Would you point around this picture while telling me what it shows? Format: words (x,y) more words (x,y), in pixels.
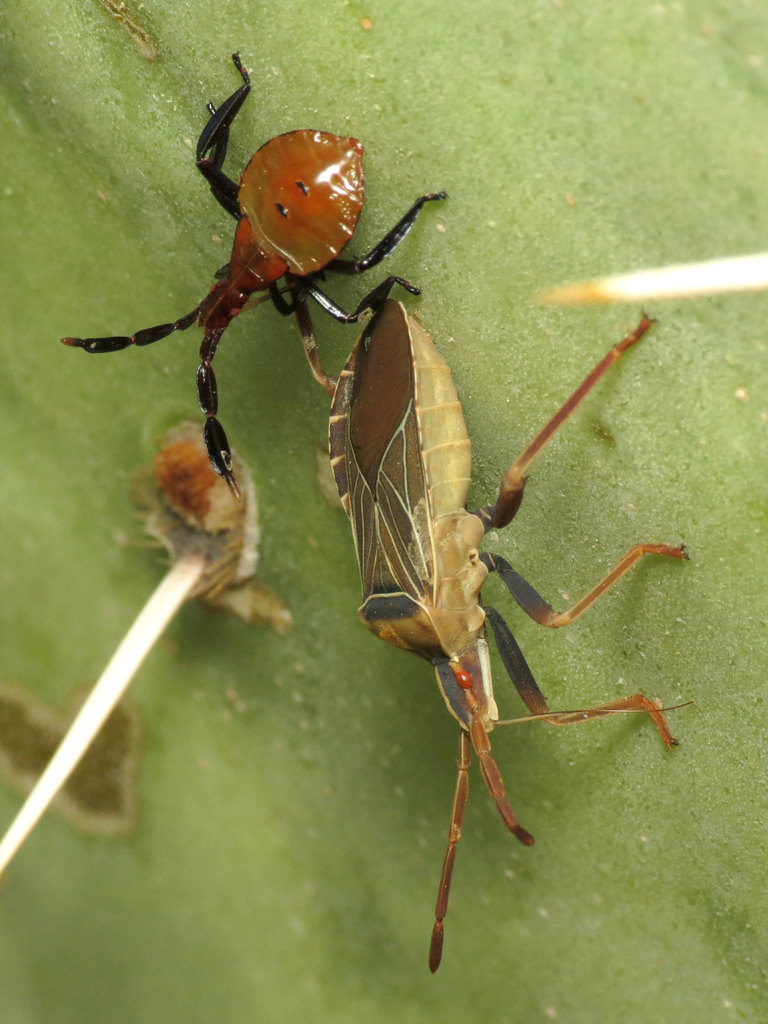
In this image we can see the insects (381,412) on a green leaf (480,398).
